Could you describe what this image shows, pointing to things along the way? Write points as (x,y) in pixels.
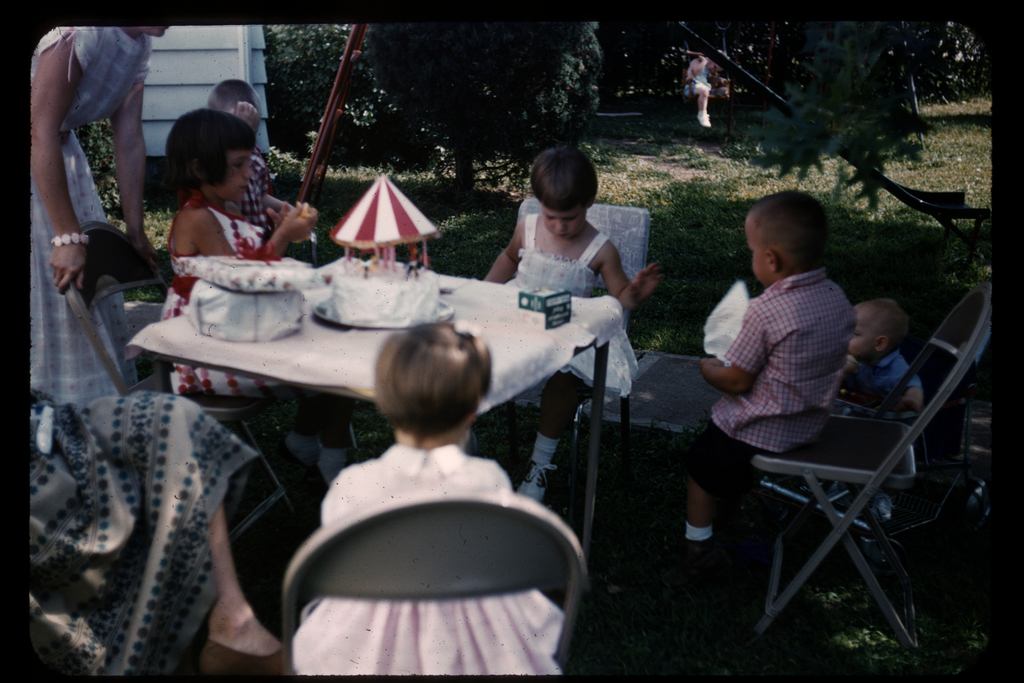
There are few children (390,409) sitting on a chair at the table (361,343). On the table (485,333) there is a cake (340,301) and gifts (276,292). On the left (53,166) a woman (60,170) is standing. In the background (559,117) we can see trees (851,128).
